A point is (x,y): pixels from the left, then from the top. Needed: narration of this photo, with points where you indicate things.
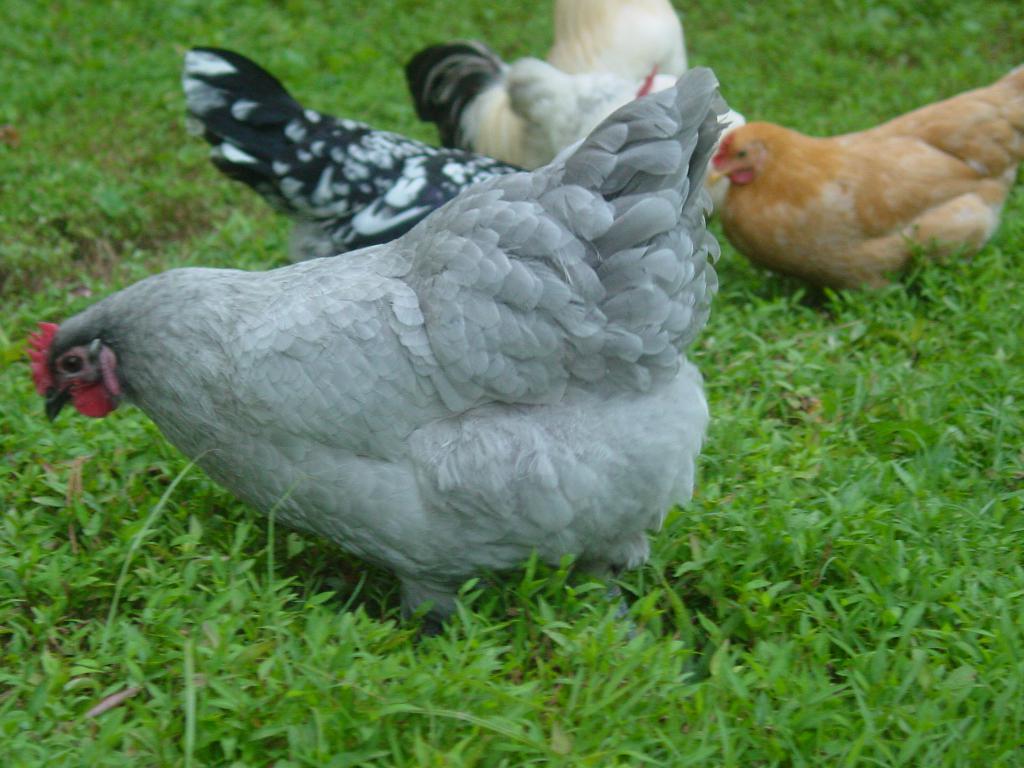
In this image we can see hens (436,332). At the bottom (461,592) there is grass (549,636).
